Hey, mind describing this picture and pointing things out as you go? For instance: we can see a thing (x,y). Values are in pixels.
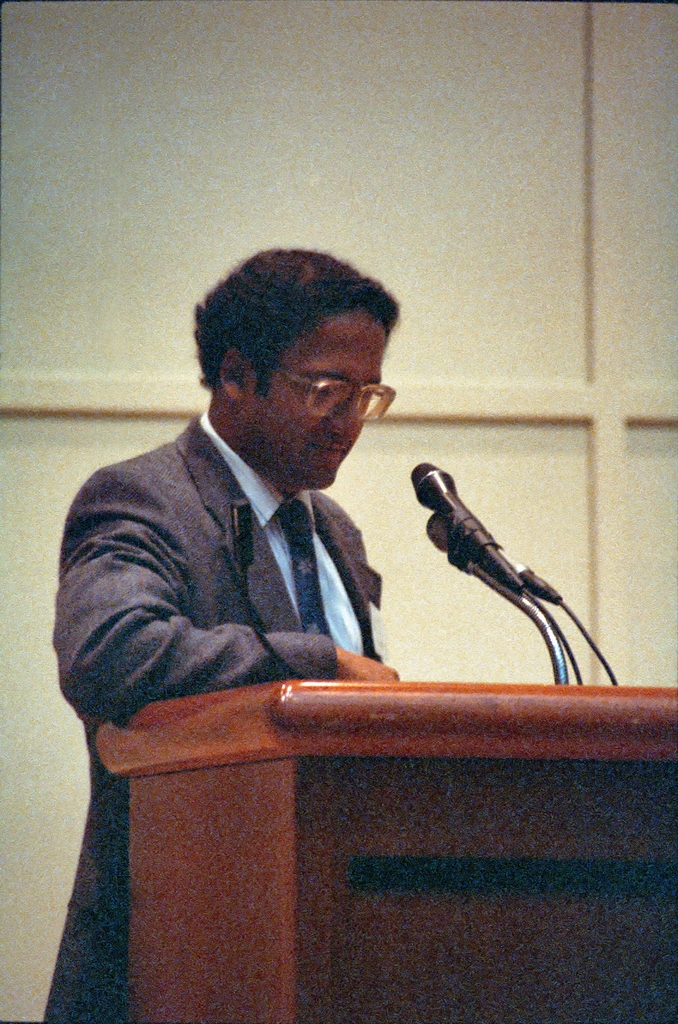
In this image we can see a person (239,645) standing in front of the podium (210,705), on the podium (233,736), we can see the mics (511,592) and in the background (385,134), we can see the wall (471,125).
